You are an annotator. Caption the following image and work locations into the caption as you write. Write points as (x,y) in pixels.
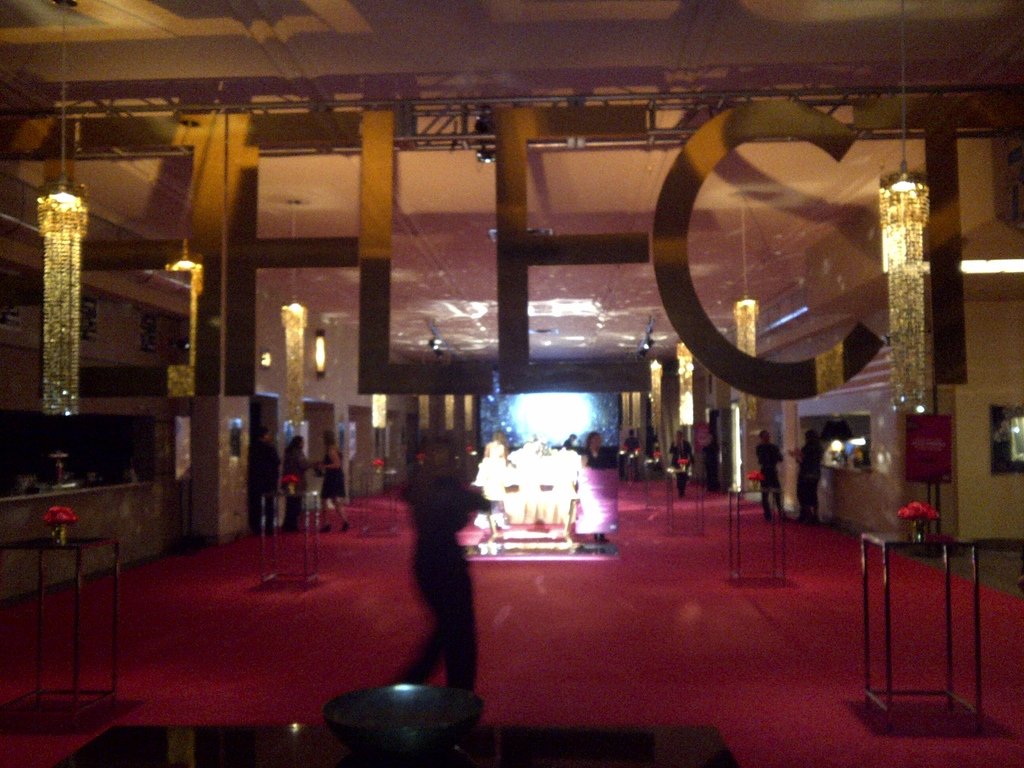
In this image, we can see few people (486,487), tables (542,521), flower vases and red surface (714,624). Background (225,502) we can see wall (209,419), lights (902,376), few object (1017,470), banners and ceiling (623,180). Here we can see some text (572,241).
